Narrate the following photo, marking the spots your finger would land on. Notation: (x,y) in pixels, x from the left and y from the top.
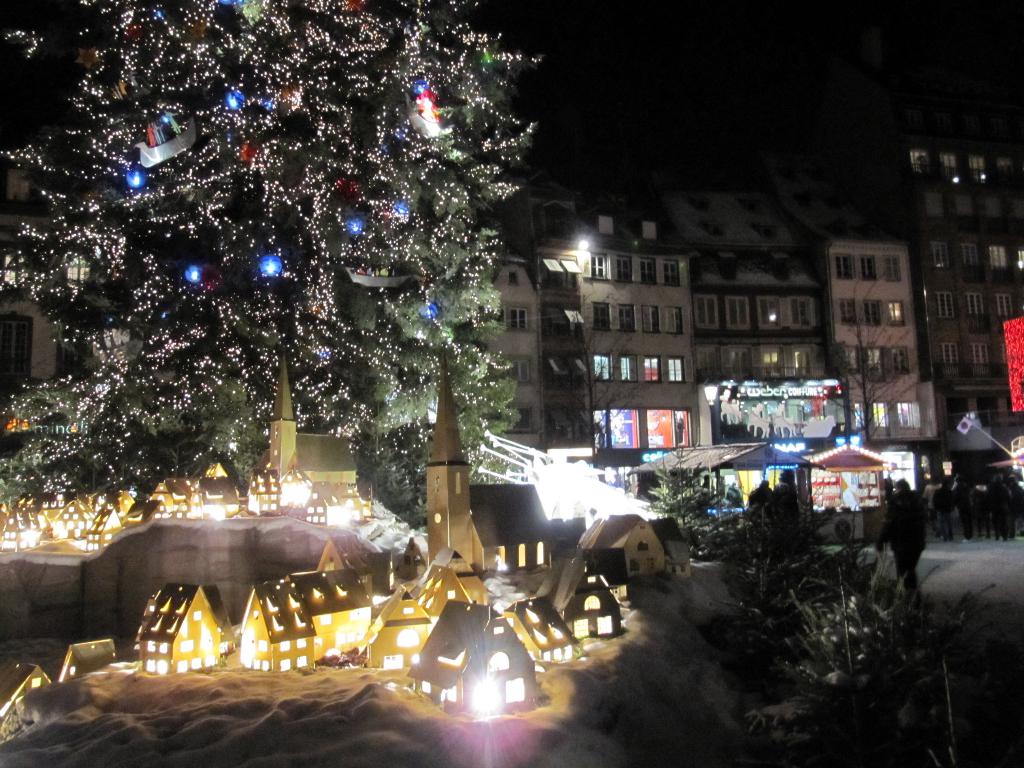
Here we can see buildings (672,368), trees (386,380), lights (398,389) and stall (743,471). These are plants (864,651). In-front of this building (925,313) there are people (930,511).
